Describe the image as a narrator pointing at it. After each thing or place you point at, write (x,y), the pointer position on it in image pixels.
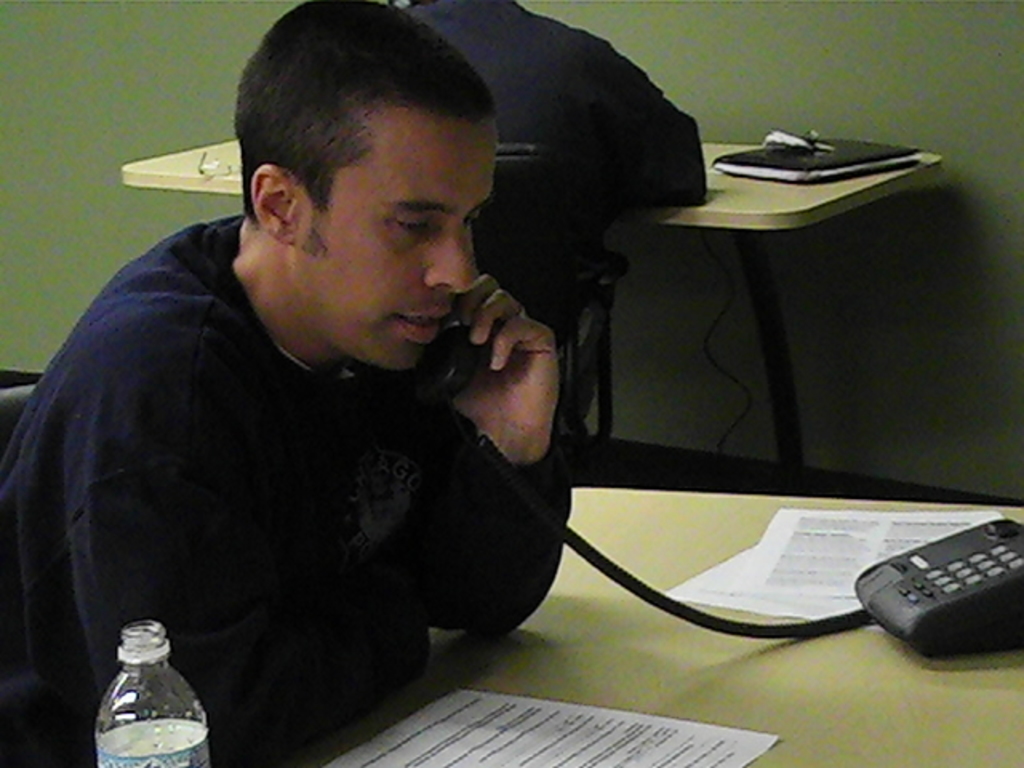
In this image we can see persons (409,304) sitting on the chairs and one of them is talking to the telephone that is placed on the table (685,495), stationery (797,167), disposable bottle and cables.
